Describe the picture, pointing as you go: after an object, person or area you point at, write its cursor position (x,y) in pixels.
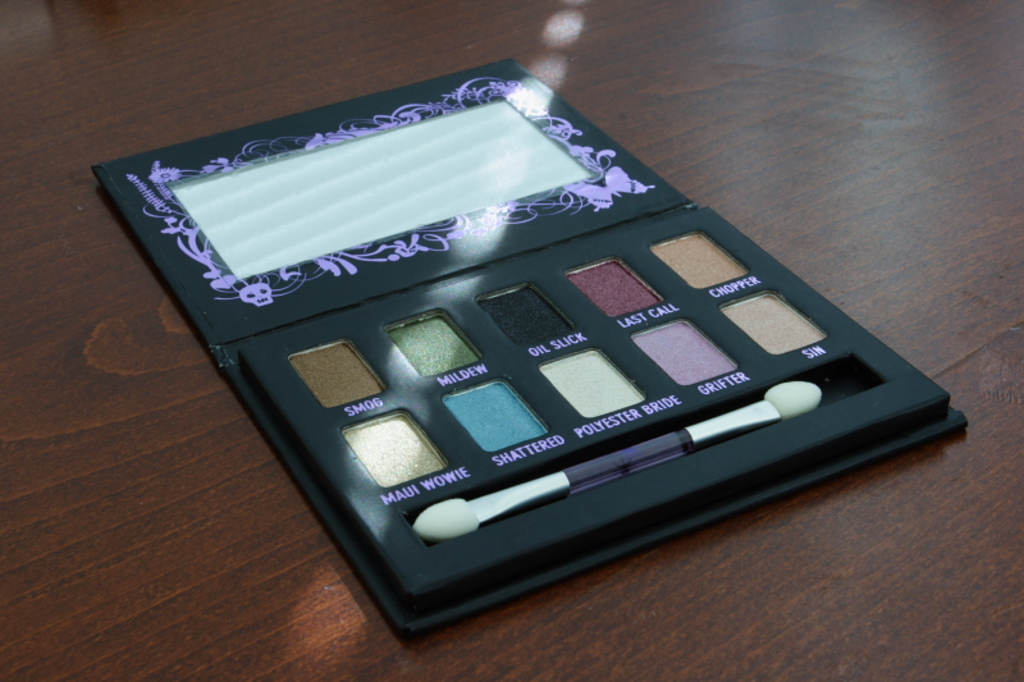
This image is taken indoors. At the bottom of the image (515,561) there is a table (76,202) with an eyeshadow palette (227,292) on it.
